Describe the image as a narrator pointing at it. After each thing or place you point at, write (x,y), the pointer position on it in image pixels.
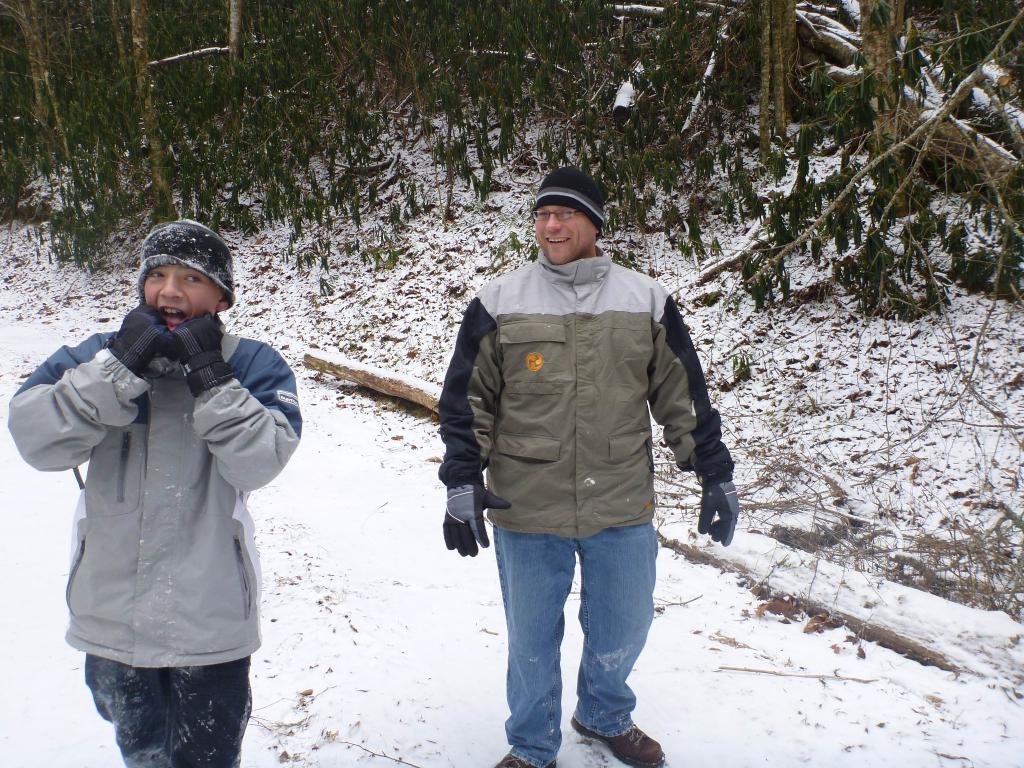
In this picture there are two people (580,405) standing. At the back (606,129) there are trees (696,96). At the bottom (677,580) there is snow (304,490) and there is a tree branch (1008,513).
